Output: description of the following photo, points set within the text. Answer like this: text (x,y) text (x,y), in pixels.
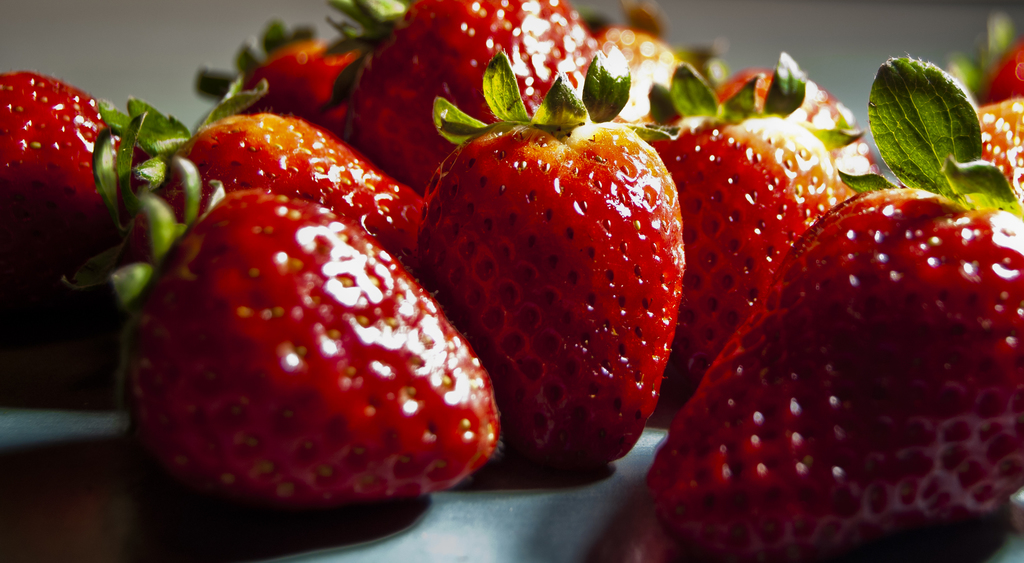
In this picture we can see a group of strawberries (74,144) with leaves (365,17) on it and in the background (353,22) it is blurry.
